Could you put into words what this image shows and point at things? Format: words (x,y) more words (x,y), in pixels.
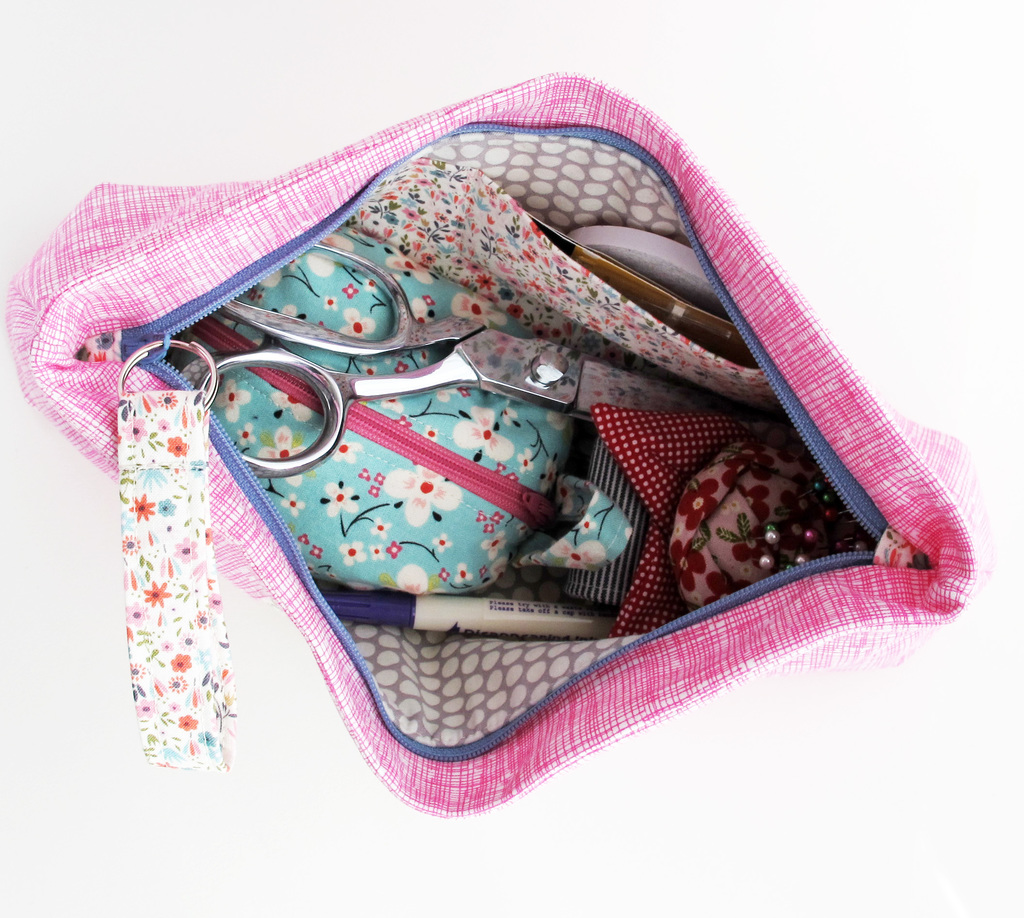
In this image we can see a bag (838,624) placed on the surface (696,712) containing a scissor (523,368), pen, pouch (493,525) and some objects (608,476) inside it.
